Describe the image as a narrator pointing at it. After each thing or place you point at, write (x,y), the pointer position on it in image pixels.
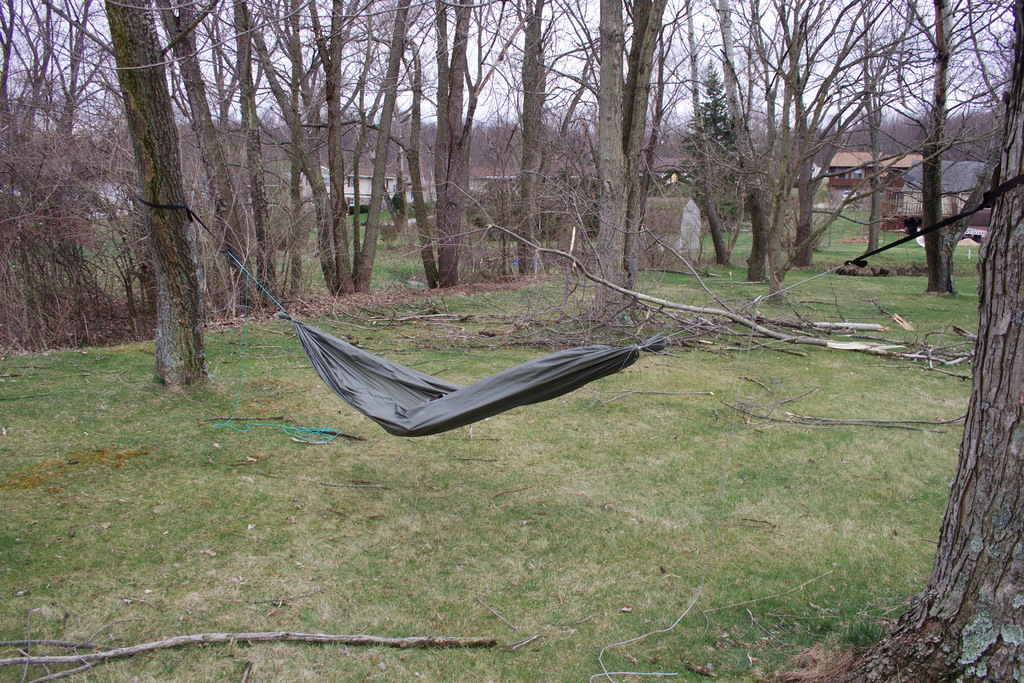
In this image we can see a hammock (512,382) tied between the trees (166,183). In the background (400,170) there are trees (432,166) and buildings (863,183). On the ground (330,467) there is grass (700,365). Also there are branches (599,275) of trees (630,280).
